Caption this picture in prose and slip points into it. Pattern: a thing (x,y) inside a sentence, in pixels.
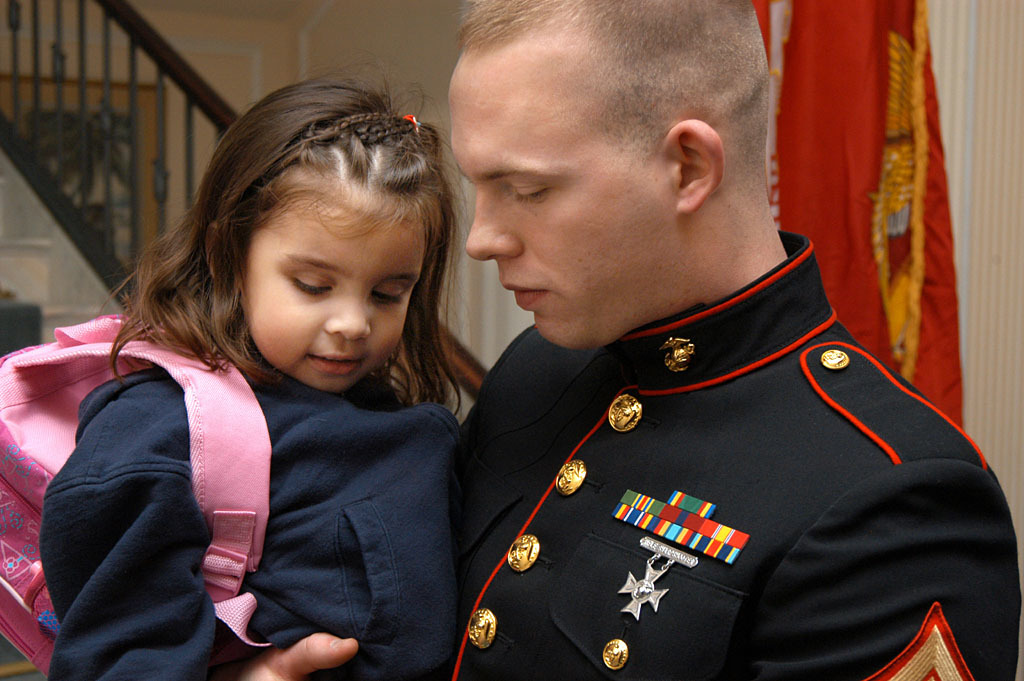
In the image a person (517,461) is standing and holding a baby (169,511). Behind them there is a staircase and flag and wall (411,0).
